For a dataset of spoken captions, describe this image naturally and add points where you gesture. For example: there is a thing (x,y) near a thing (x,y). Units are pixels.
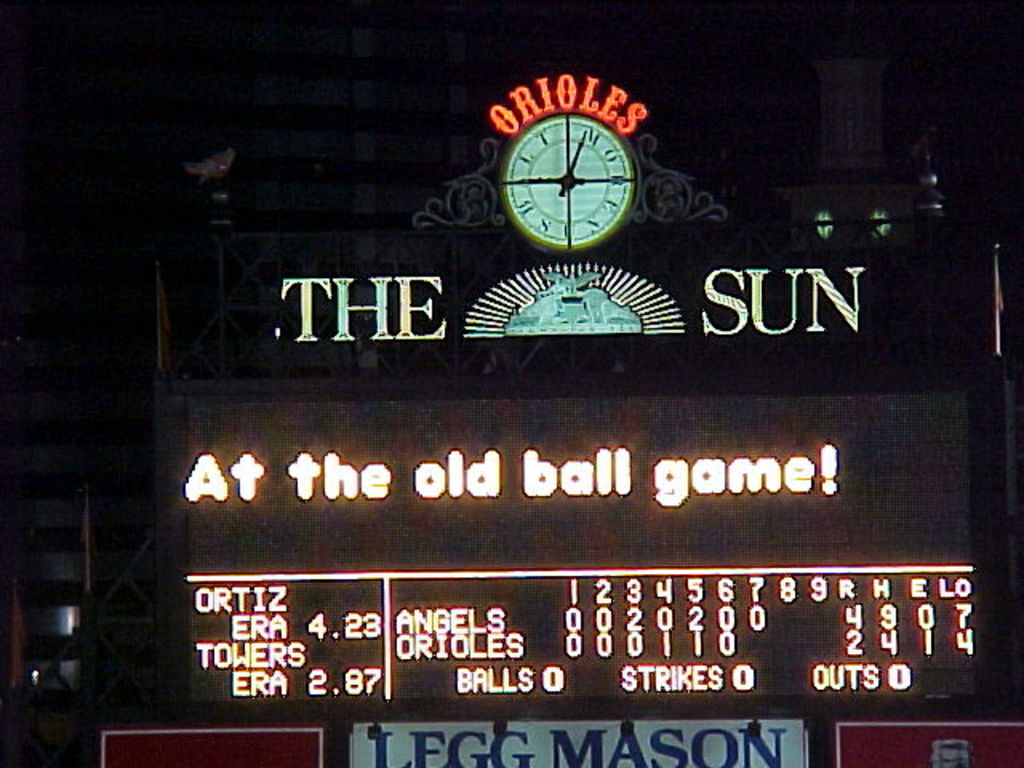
In the image there is a building (515,187) with a clock (561,189) in the middle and below there is a scroll board (579,404).
